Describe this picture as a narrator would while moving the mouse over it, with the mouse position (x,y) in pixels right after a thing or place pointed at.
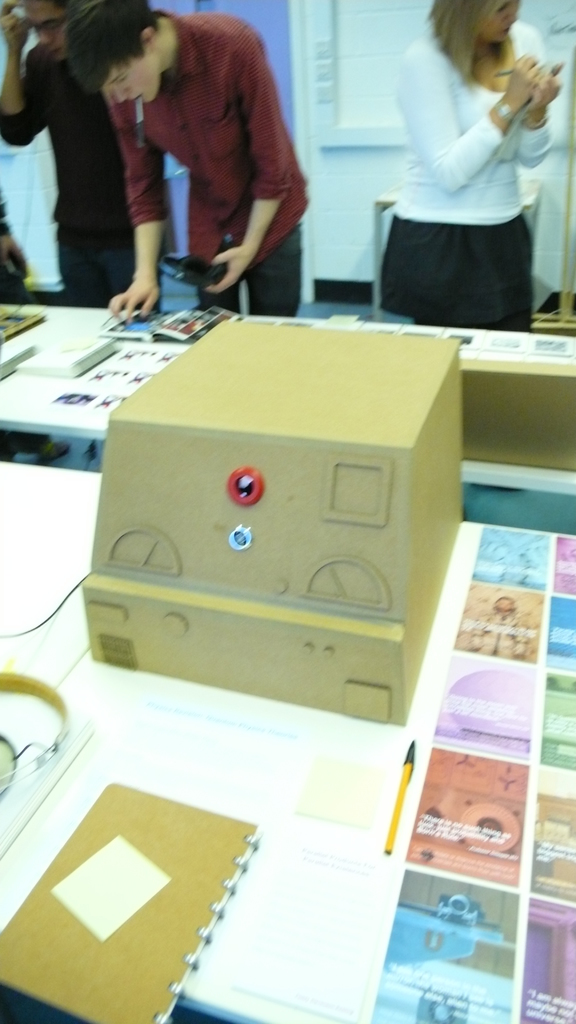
In this image, there are three persons (409,173) wearing clothes (89,107) and standing in front of the table (131,342). There is an another table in the middle of the image (316,566) contains book (214,858), pen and an electrical equipment (320,649).
